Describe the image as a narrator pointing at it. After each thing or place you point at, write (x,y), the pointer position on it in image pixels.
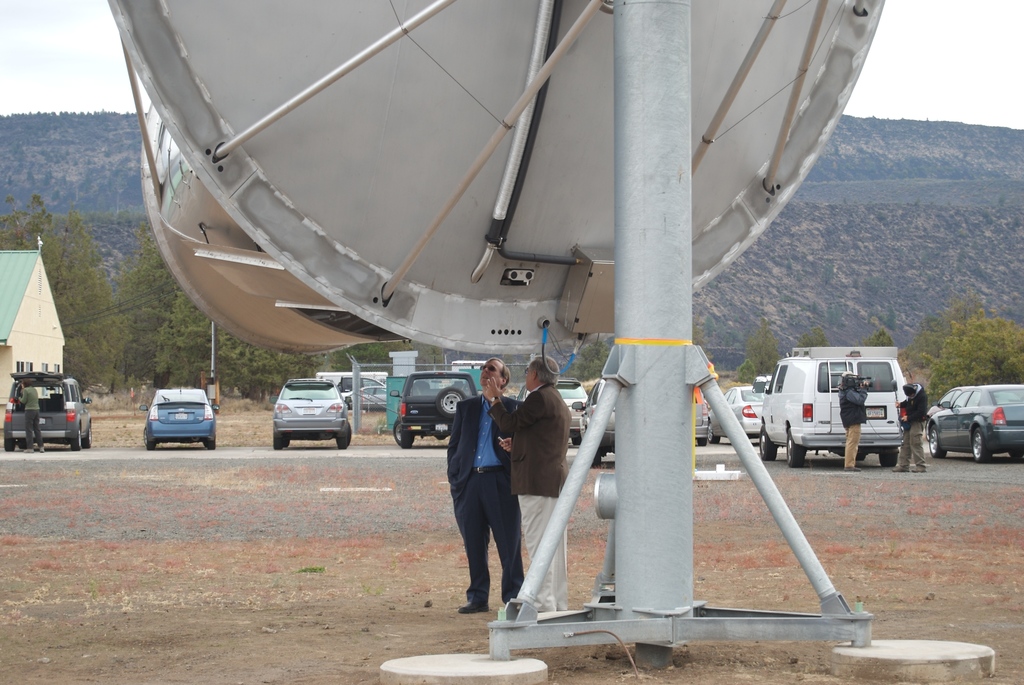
In this image I can see a person (499,461) wearing blue shirt (490,451), black blazer (475,443) and black pant (478,512) and another person (537,484) wearing brown blazer (541,436) and cream pant (537,519) are standing. I can see a huge metal equipment (457,95) which is silver in color on top of them. In the background (163,437) I can see number of vehicles (305,390) on the ground (365,422), few persons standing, a house (12,281), few trees (763,367), a mountain (787,299) and the sky (51,49).
